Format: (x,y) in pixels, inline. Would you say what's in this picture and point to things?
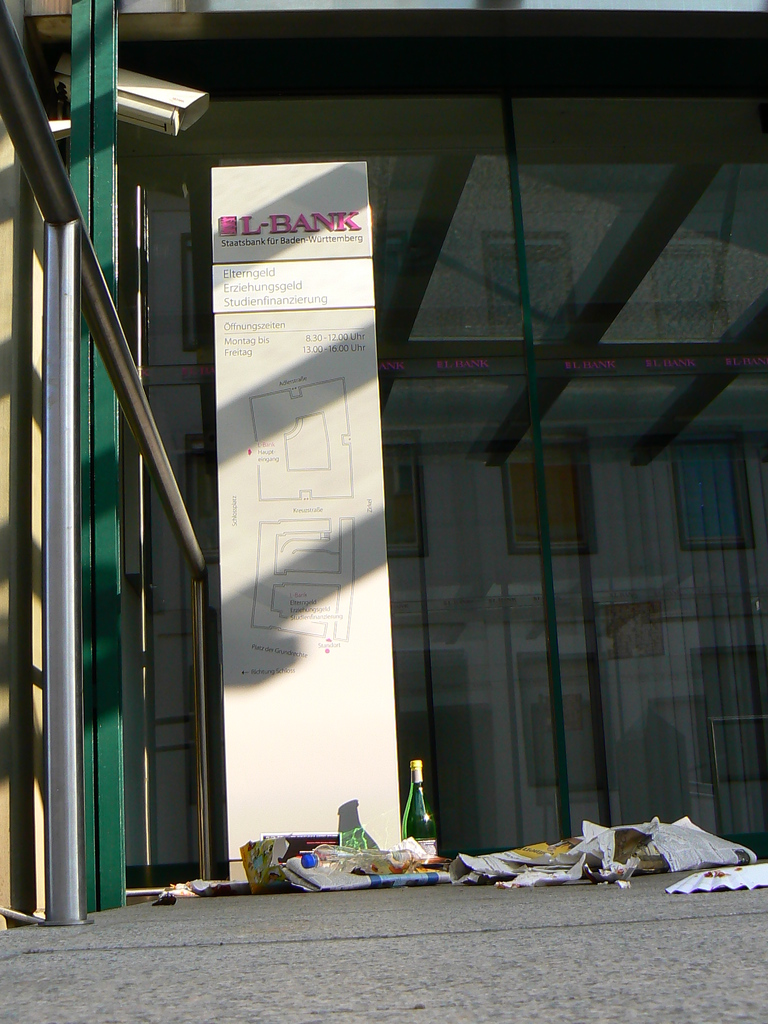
There is a board (283,215) with a title (281,225) and location map (305,431) on it.
